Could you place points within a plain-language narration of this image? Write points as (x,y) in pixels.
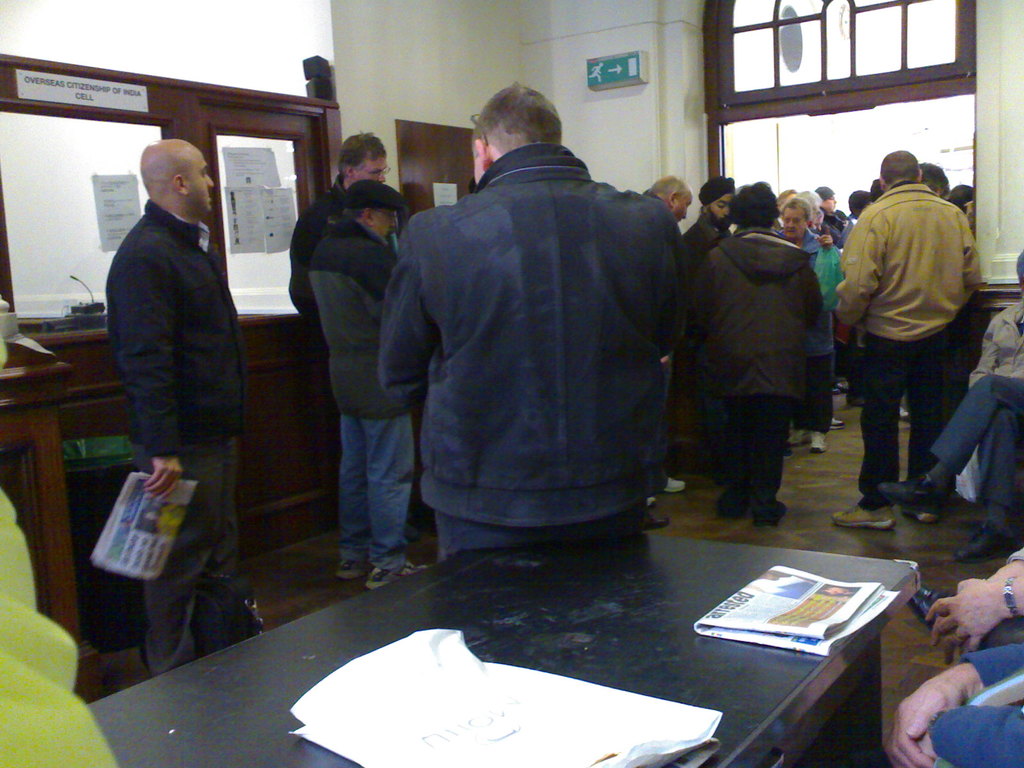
This picture is clicked inside the room (543,42). Here, we see many people (469,264) standing. In front of the picture, we see a table (535,640) on which cover (536,700) and newspaper (757,601) are placed on it. On the left side of the picture (116,237), we see a window (85,197) on which many papers (244,197) are sticked on it.
